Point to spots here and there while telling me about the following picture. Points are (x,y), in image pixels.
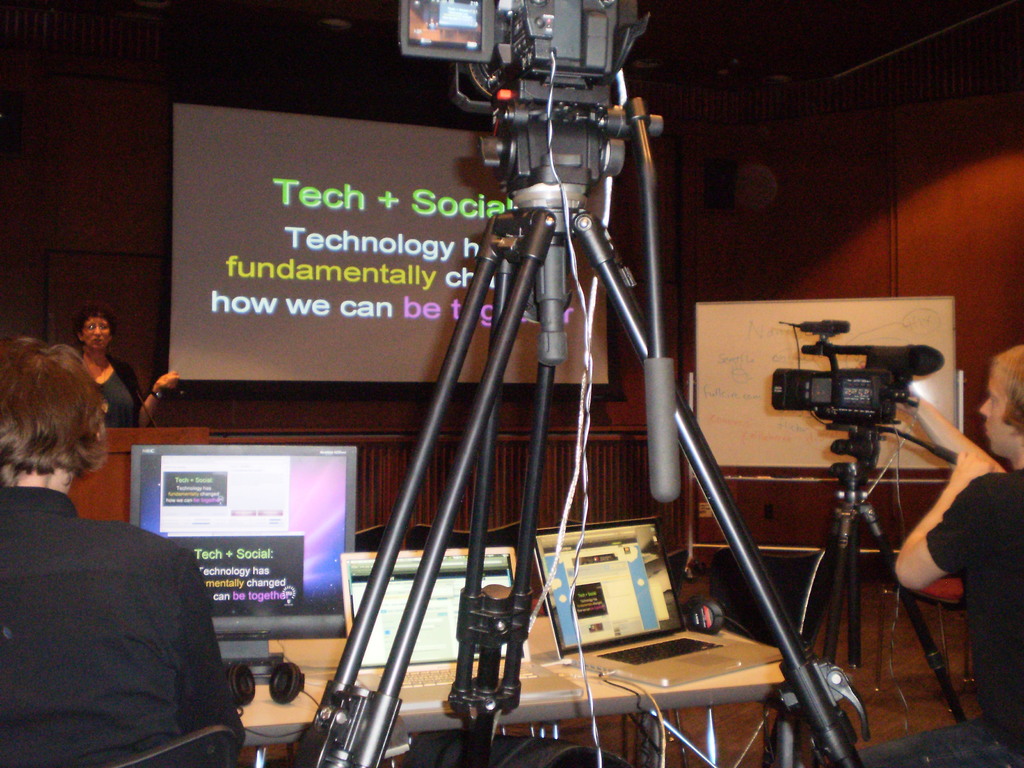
In the bottom left corner of the image (116,641) and right corner of the image (1015,356) two persons (896,764) are sitting. In the middle of the image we can see some cameras (898,353). Behind the cameras (912,369) we can see a table (654,698), on the table (321,680) we can see some laptops (375,660), screen (272,487) and headphones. Behind the table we can see a podium (131,447). Behind the podium (118,449) a woman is standing. Behind her we can see a screen (535,345). Behind the screen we can see a wall (714,134).
